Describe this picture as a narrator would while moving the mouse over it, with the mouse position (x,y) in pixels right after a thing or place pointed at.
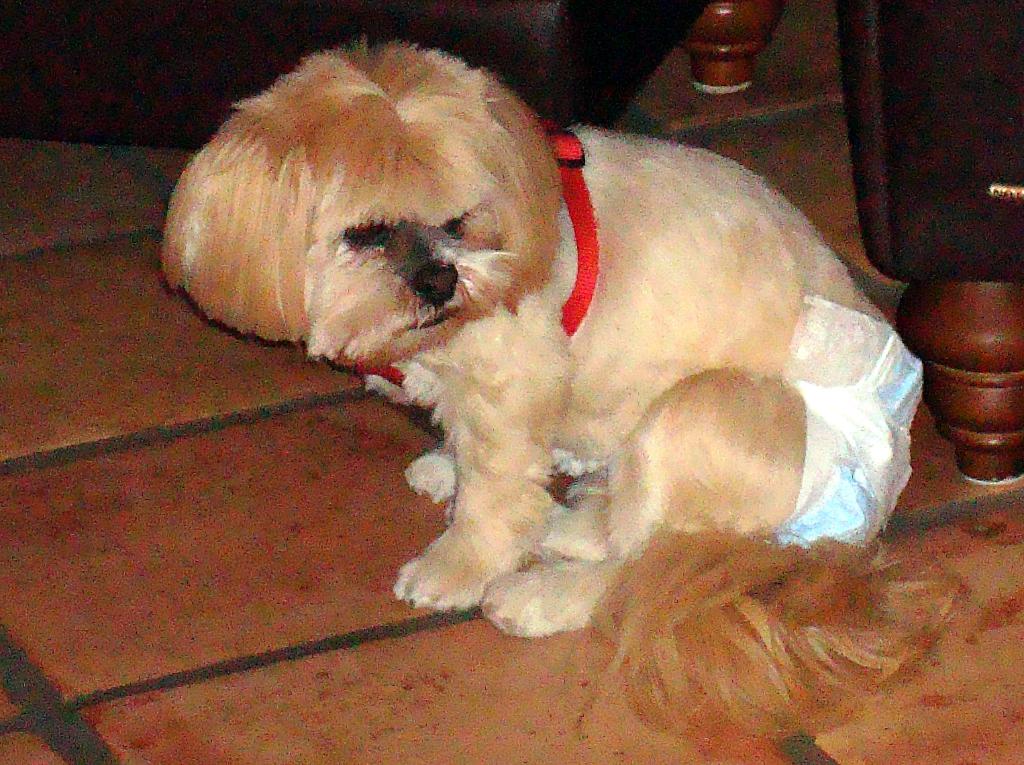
In this image we can see a dog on the floor (581,666). We can also see some wooden poles (945,335).
